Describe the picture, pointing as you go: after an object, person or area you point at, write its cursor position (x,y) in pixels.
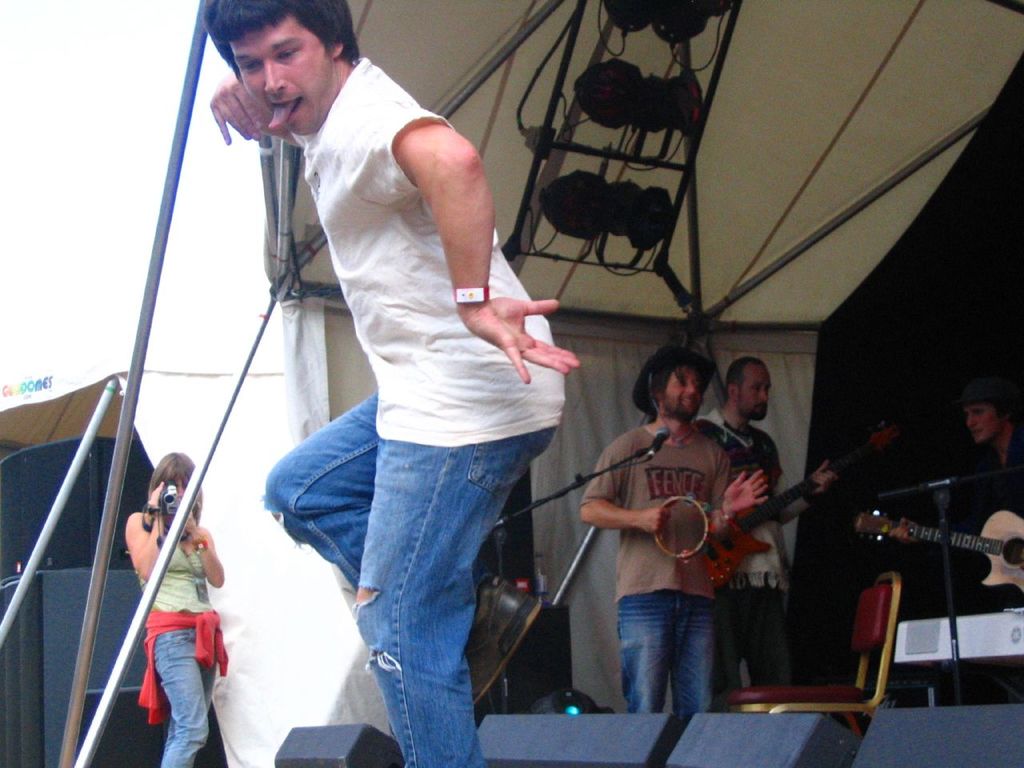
In this picture there is a boy (261,87) who is dancing at the center of the image (365,274), and there is stage (528,562) at the right side of the image (766,664), there are two men (675,703) they are playing the music and there is a man (1020,491) who is sitting at the right side of the image (1002,540), he is playing the guitar (893,527) and there is a lady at the left side of the image (182,486) she is taking the video.
